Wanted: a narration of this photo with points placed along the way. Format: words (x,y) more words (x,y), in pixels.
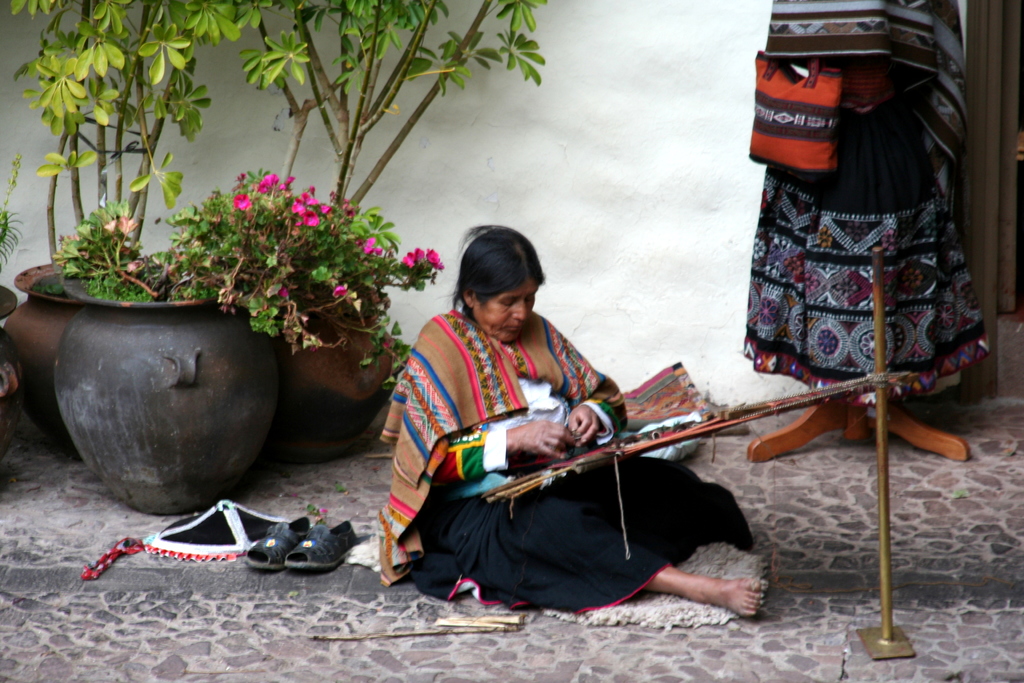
In this image, in the middle (596,426), we can see a woman (614,433) sitting on the mat (661,622) and stitching something. On the right side (940,188), we can see a pole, cloth (958,288), handbag (772,111), door (990,368). On the left side (129,384), we can see chappal (300,540), cap (207,533), flower pot (151,350), plants (210,204) with some flowers (309,209). In the background (644,79), we can see a wall (702,158) which is in white color. At the bottom (108,643), we can see a floor (96,635).
